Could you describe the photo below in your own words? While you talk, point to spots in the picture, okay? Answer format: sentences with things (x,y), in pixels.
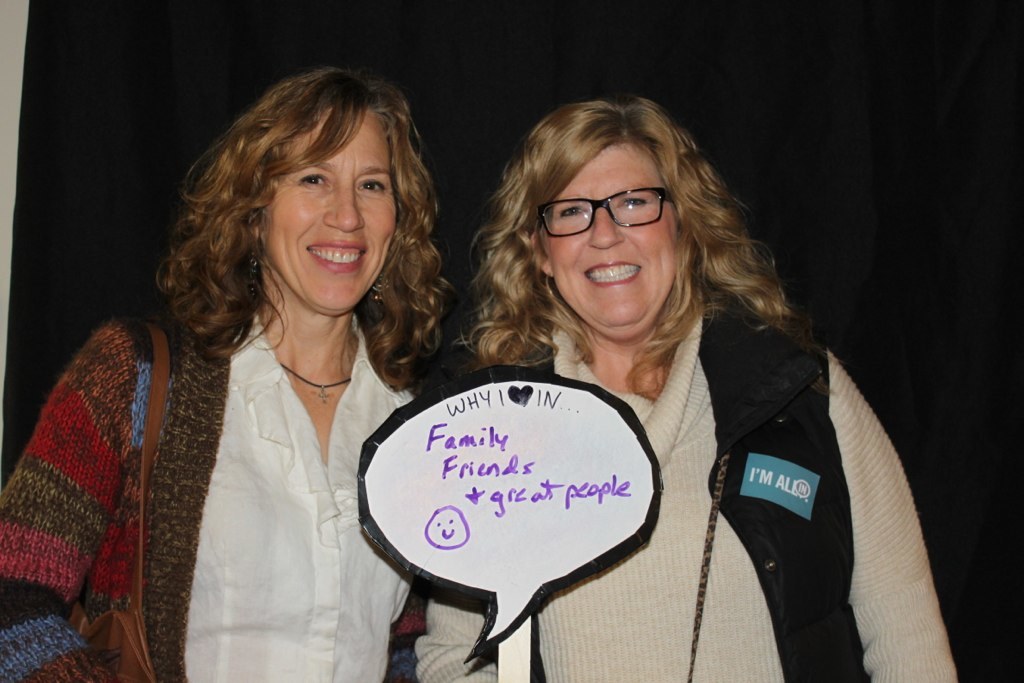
In this image there are two women (427,315) standing and they are holding a board (564,408) and they are smiling, one woman (605,213) is wearing spectacles (663,192) and there is black background (834,130).
